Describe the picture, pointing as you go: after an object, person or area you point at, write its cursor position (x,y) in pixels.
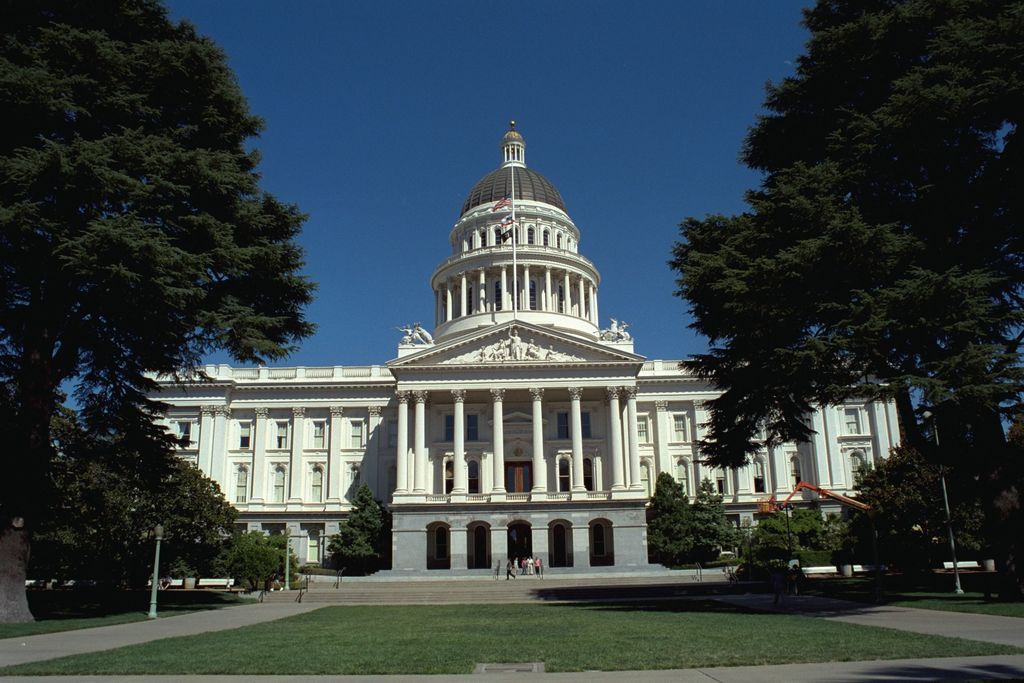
In this image there is grass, there are group of people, trees (1016,564), poles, lights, there is a building (560,534), and in the background (305,51) there is sky (684,42).
